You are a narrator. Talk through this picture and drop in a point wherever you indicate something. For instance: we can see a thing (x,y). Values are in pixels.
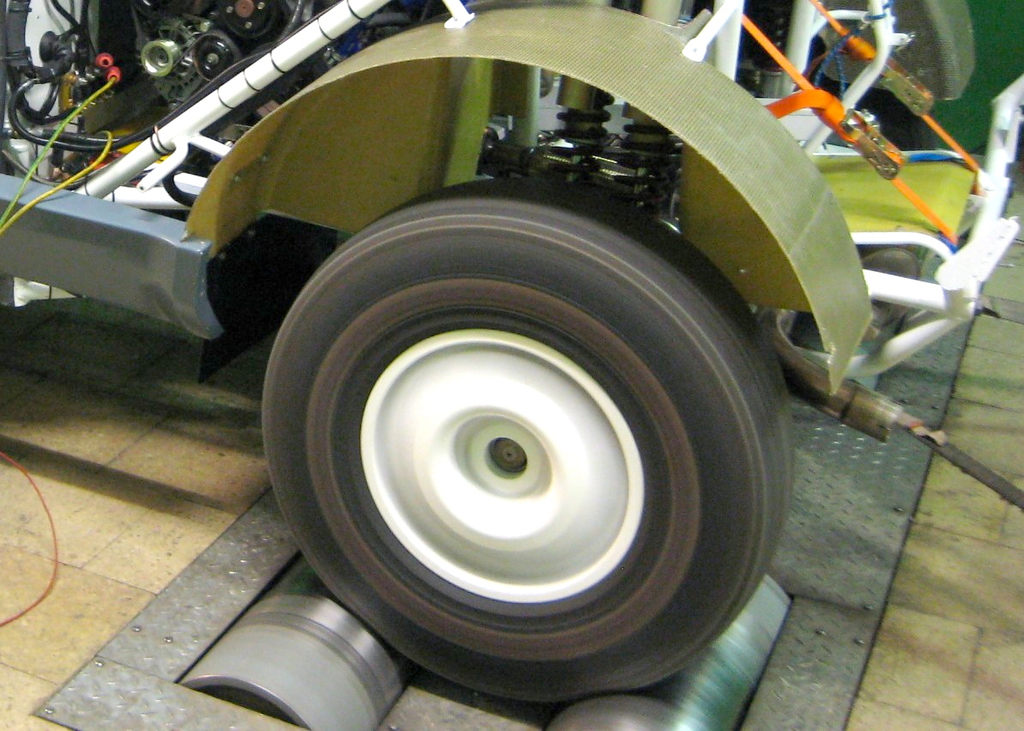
As we can see in the image there is a vehicle (479,290).
